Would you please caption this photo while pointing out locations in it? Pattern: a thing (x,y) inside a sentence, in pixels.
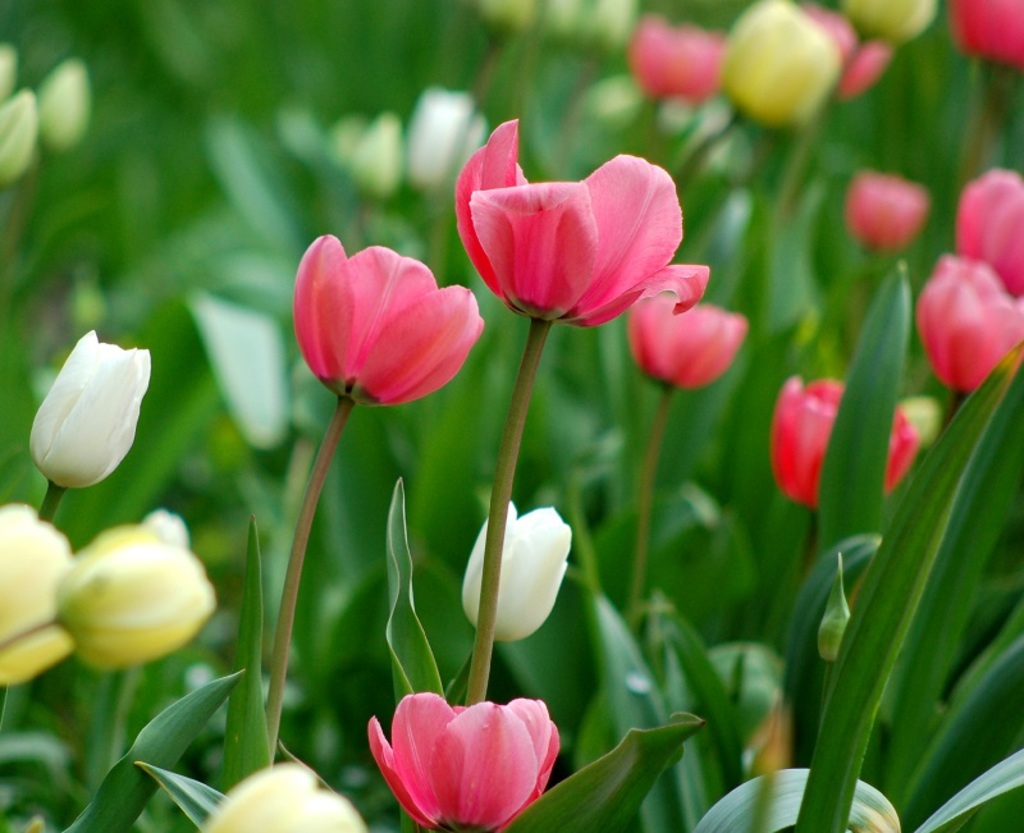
In this picture there are pink, white and yellow color flowers (635,291) on the plants (644,472).
